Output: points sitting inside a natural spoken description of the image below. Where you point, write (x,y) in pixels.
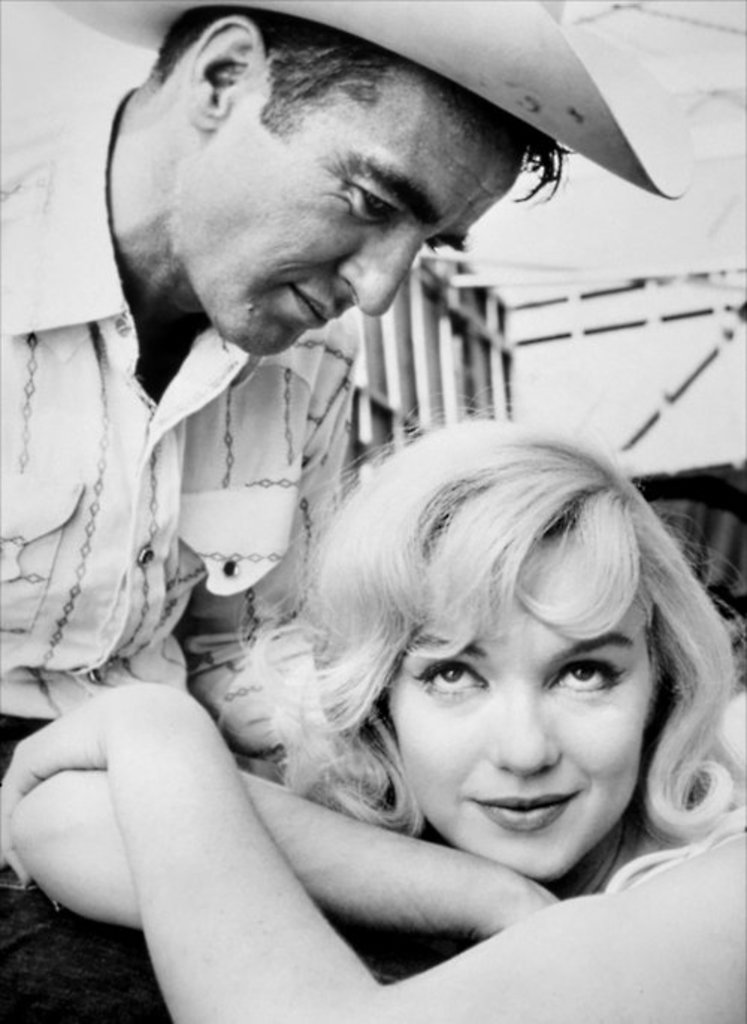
It is the black and white image in which there is a man (220,213) on the left side (196,213) who is having a cap (413,36) on his head (434,77). There is a woman (648,698) on the right side (623,818) who is keeping her hands (115,884) on the legs (56,957) of the man (48,973).
